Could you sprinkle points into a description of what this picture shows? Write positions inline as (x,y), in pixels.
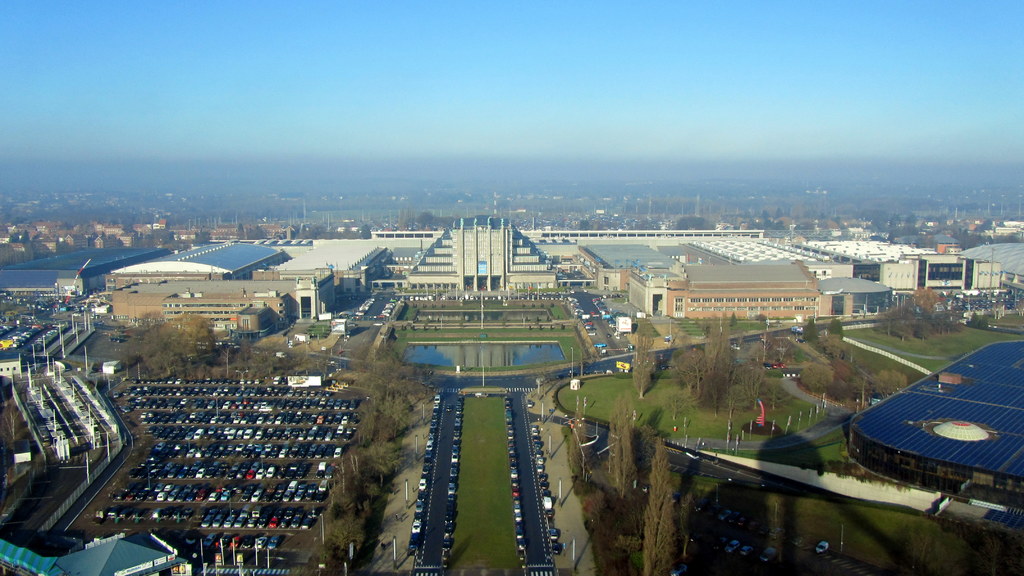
In this image, we can see some buildings (756,266) and vehicles (51,332). There are trees (197,330) at the bottom of the image (343,556). At the top of the image (491,46), we can see the sky (580,58).
